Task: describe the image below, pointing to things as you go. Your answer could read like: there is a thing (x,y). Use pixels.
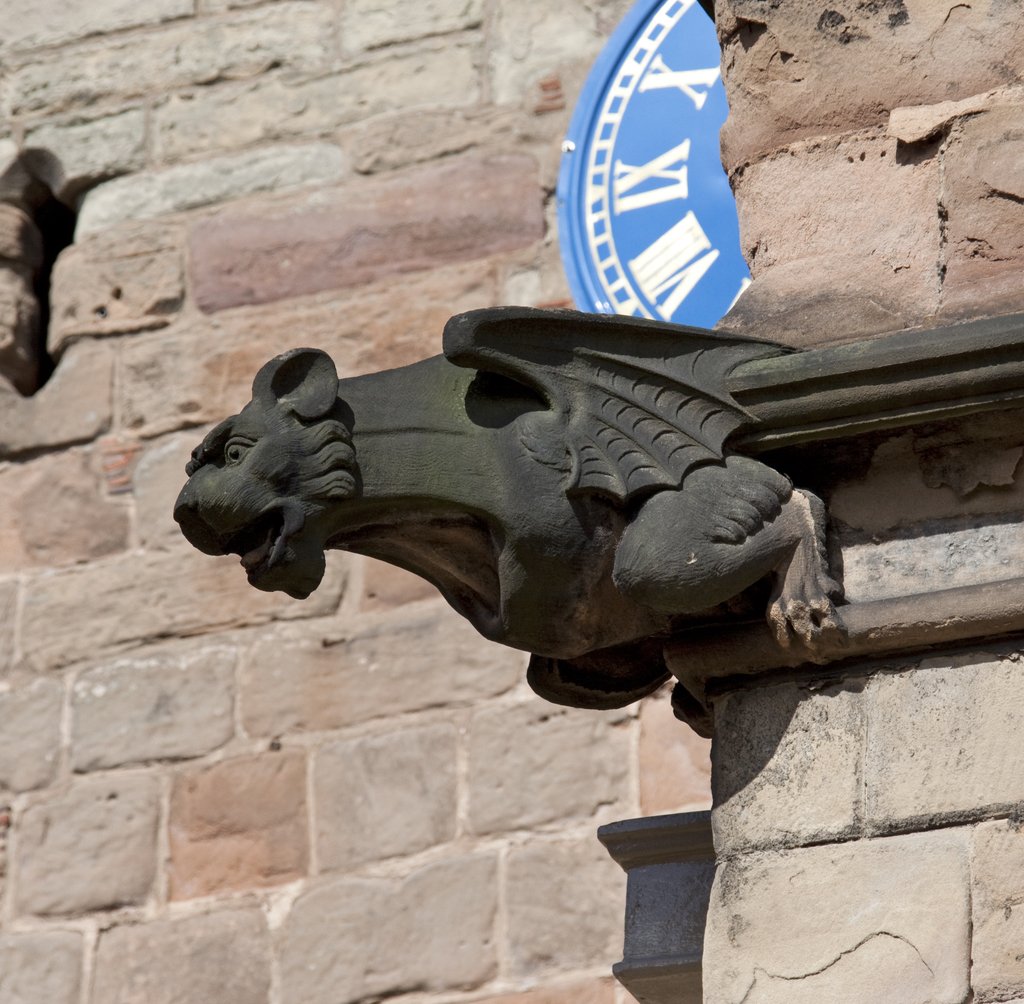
In the picture we can see a historical wall (624,768) with a stone (729,889), brick (742,880) and to it we can see a black lion sculpture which is black in color with wings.
